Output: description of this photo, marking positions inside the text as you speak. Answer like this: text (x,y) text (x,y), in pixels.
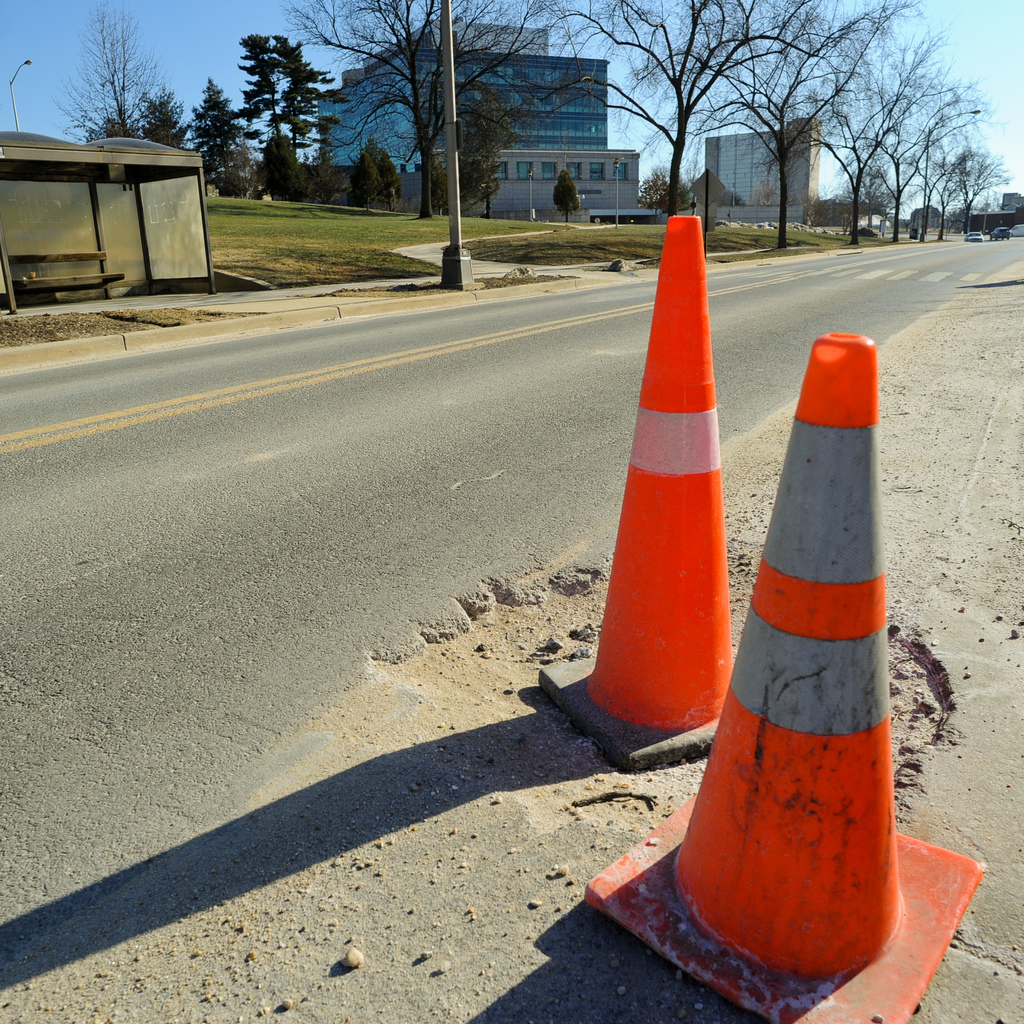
In this image I see the road (323,383) and I see the traffic cones (666,504) over here. In the background (457,272) I see the grass (726,245) and I see number of trees (564,172) and I can also see few buildings (588,172) and I see the vehicles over here and I see the sky (675,27) and I see few poles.
